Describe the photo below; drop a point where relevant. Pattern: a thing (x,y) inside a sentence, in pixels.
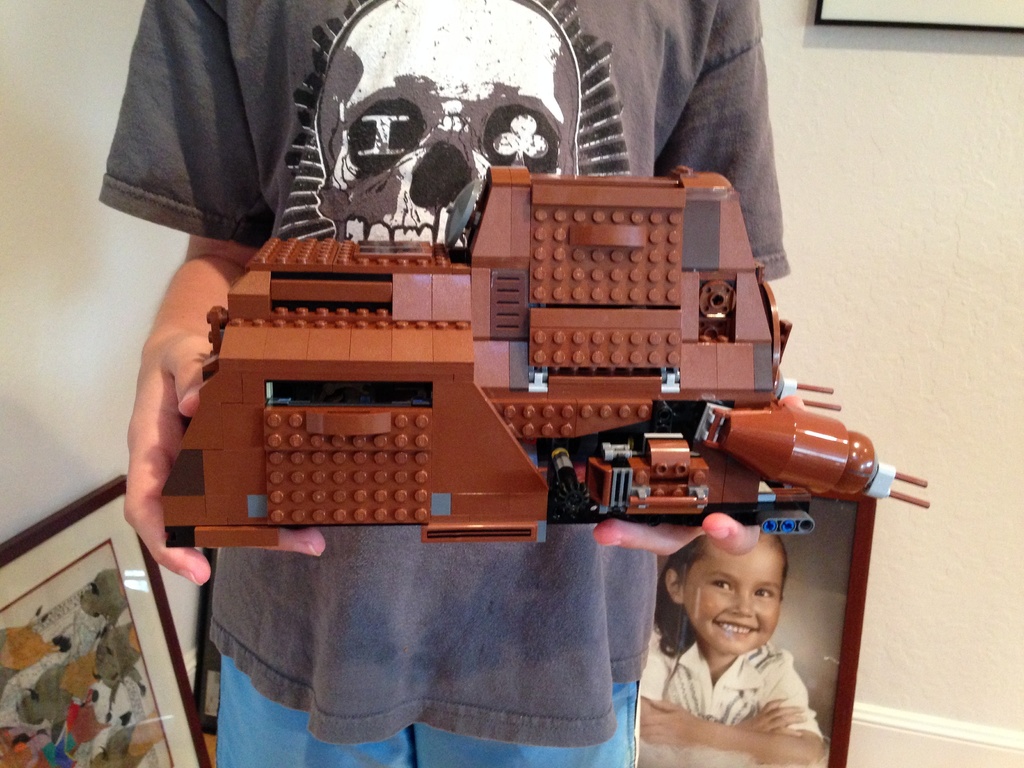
In this image we can see a person (340,147) holding a toy (425,457) made with blocks (442,419). In the back (823,156) there is a wall (97,265). Also there are photo frames (739,621).
